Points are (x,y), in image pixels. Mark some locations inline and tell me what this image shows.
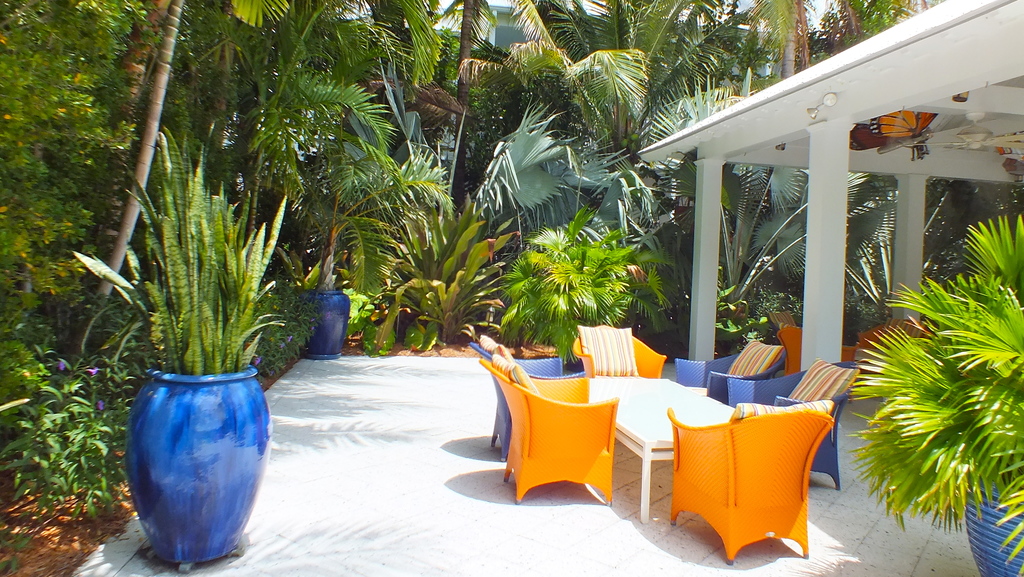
This image is taken in a garden (78,349). There are many trees (287,47) and plants (63,334) in this image. In the left side of the image (141,498) there is a plant (182,365) in a pot (196,455). In the bottom of the image (299,495) there is a floor (443,554). In the middle of the image (648,370) there are few empty chairs (801,401) with pillows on them and there is a table (663,394). In the right side of the image (1023,16) there is a roof (875,59) with pillars (810,235) and a ceiling fan (980,130).
